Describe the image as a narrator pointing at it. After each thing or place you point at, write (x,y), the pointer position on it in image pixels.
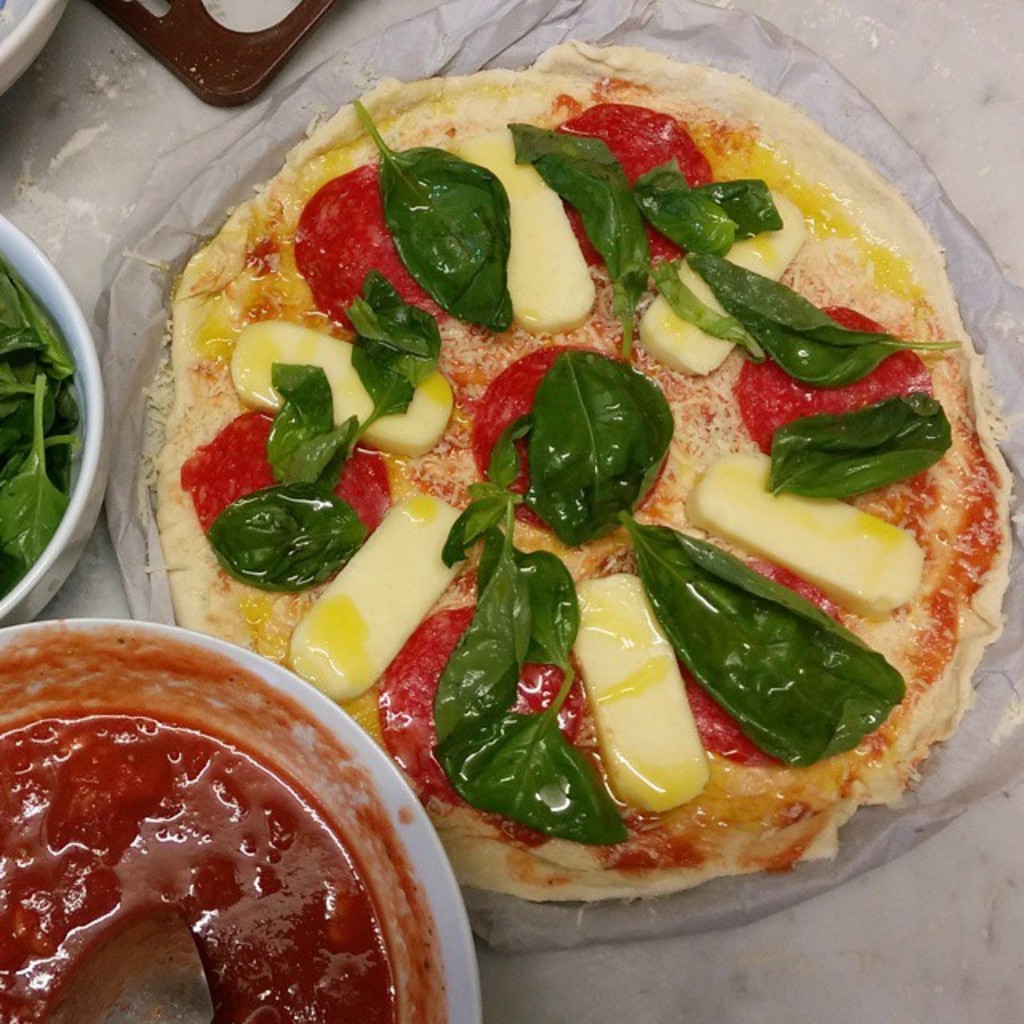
In this image there are food items (185,776) in the bowl (375,755). Beside the bowls (226,712) there is a pizza (690,457). In front of the pizza (514,117) there is some object (308,5) on the counter (802,924).
